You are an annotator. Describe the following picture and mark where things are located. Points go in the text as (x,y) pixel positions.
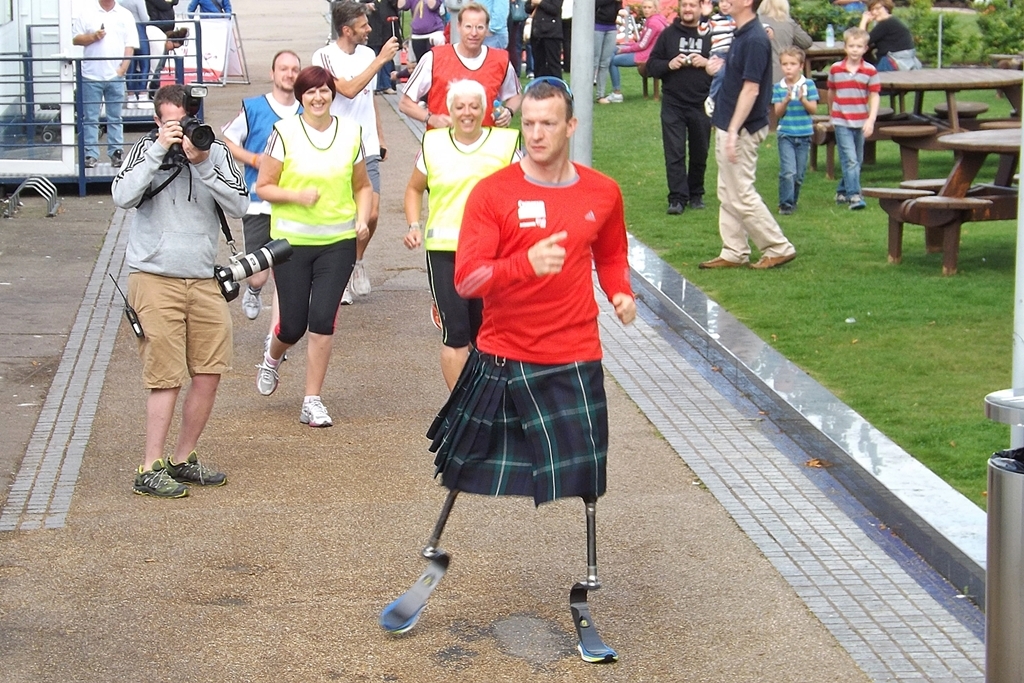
Here we see a group of people (247,232) running and person (197,314) standing and taking photograph with a camera (178,158) and we see benches (962,120) and a person (466,296) running with artificial legs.
